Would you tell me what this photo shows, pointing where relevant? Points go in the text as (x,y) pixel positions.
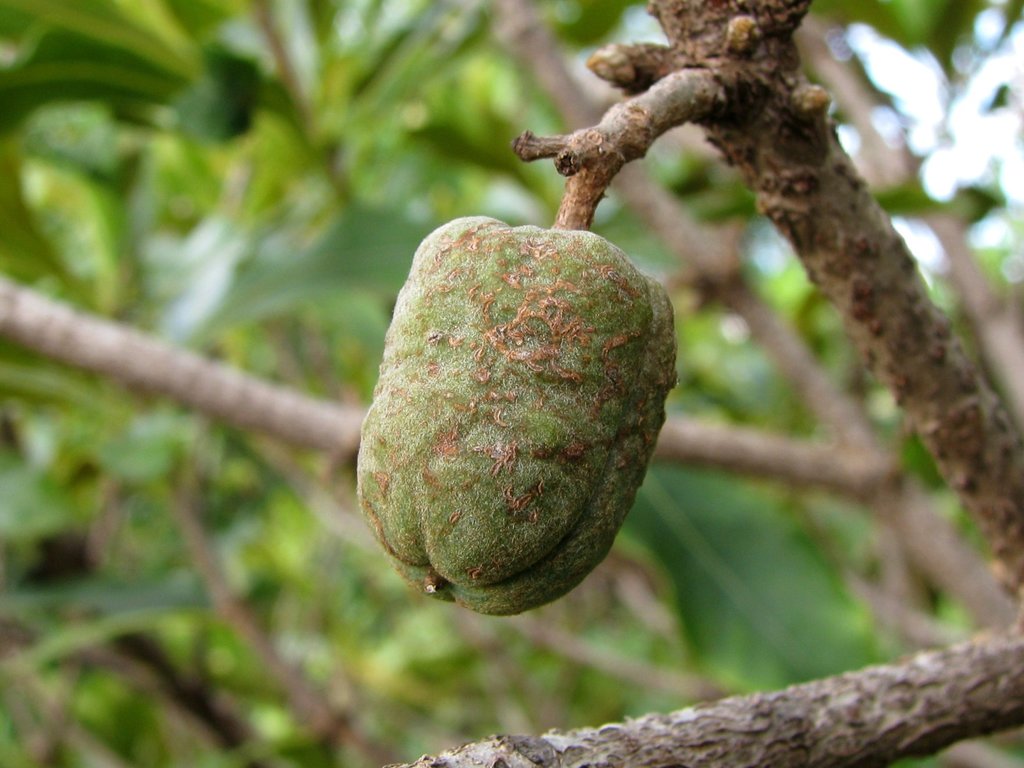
In this image we can see there is a fruit (625,363) hanging on the stem (597,176) of the tree (614,143).
